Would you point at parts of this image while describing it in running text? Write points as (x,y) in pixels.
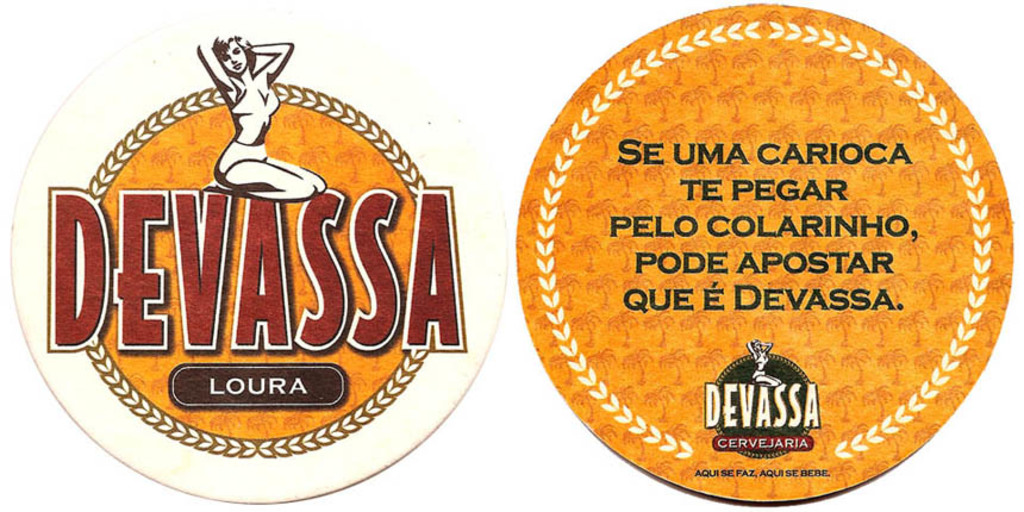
In this picture we can see some text (734,235) here, there is a logo (261,84) here.
